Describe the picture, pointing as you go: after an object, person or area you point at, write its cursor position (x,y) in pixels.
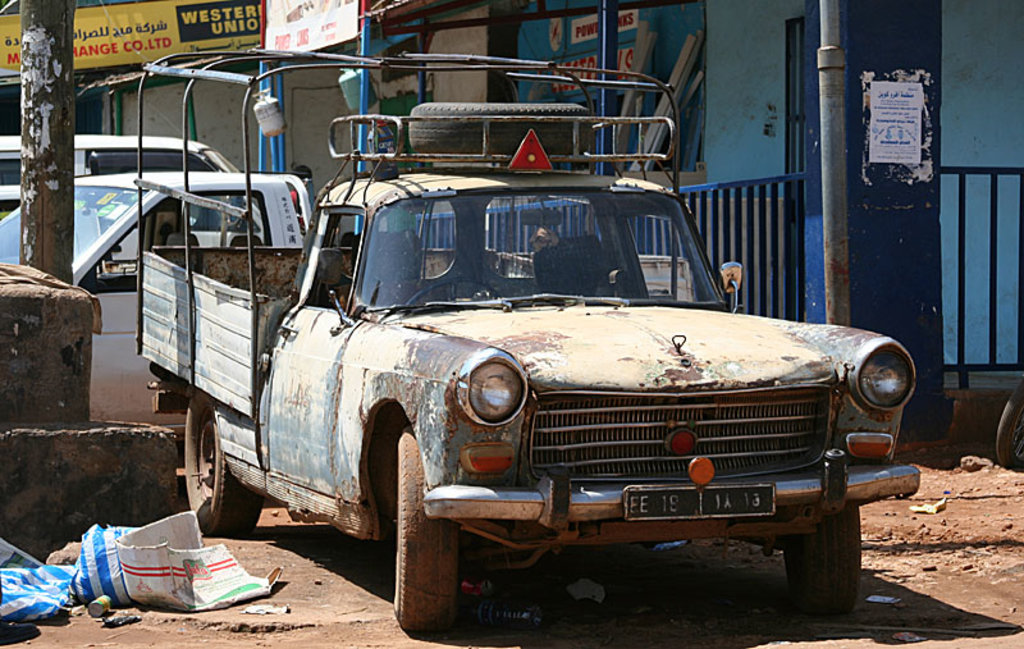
This is an outside view. Here I can see few cars (296,350) on the ground (315,567). On the left side (46,329) there is a wall (23,344) and a pole (31,112). In the background (961,29) there are some houses (961,29). On the right side (740,218) there is a railing (785,242).
